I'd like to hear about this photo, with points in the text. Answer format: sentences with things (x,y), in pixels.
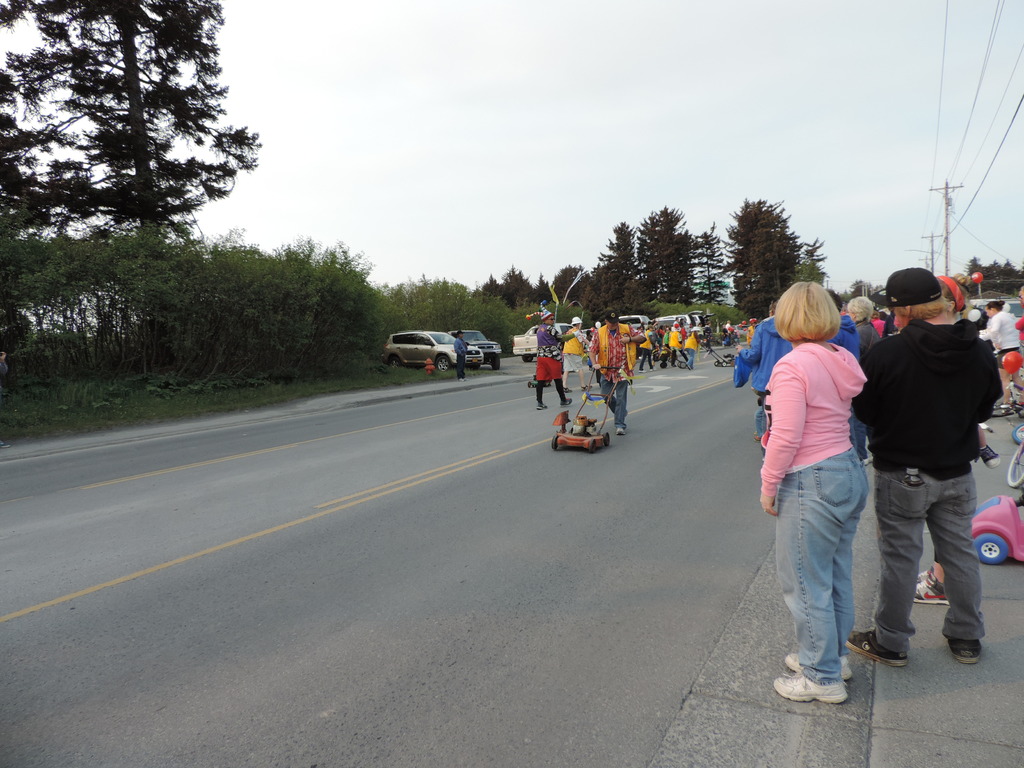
In this image there are a few people (811,518) standing and walking on the road (724,393) and there are few vehicles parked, there are few objects (622,373) on the road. In the background (607,241) there are trees (292,275), utility poles (937,188) and the sky (554,123).
